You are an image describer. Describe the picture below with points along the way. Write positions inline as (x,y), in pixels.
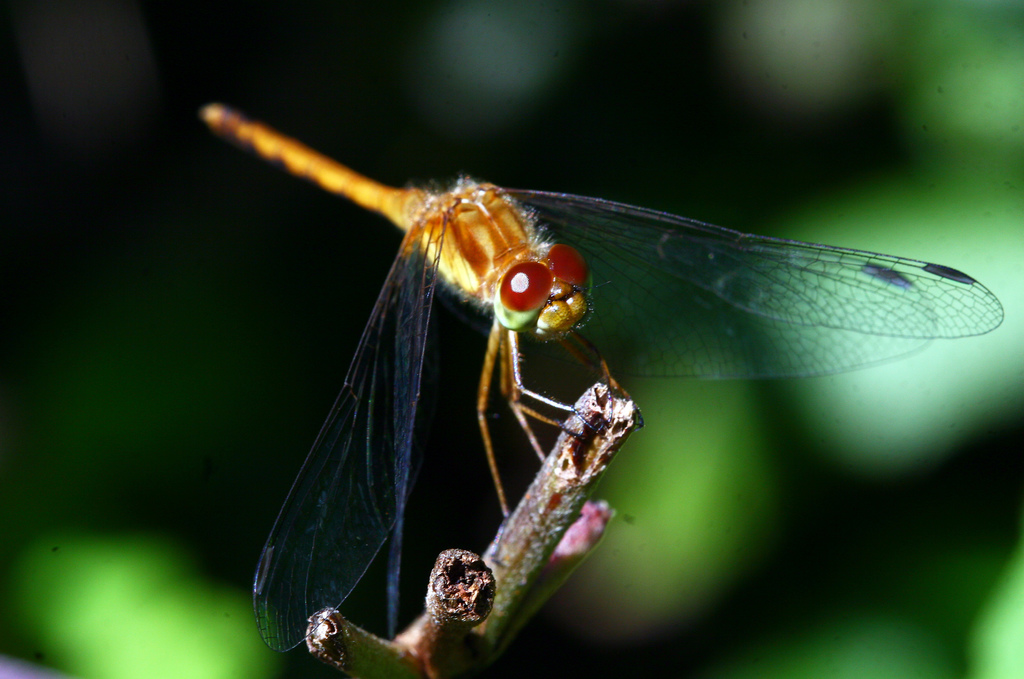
In the image there is a dragonfly (469,286) standing on stem (528,540) and behind its all blurry.
